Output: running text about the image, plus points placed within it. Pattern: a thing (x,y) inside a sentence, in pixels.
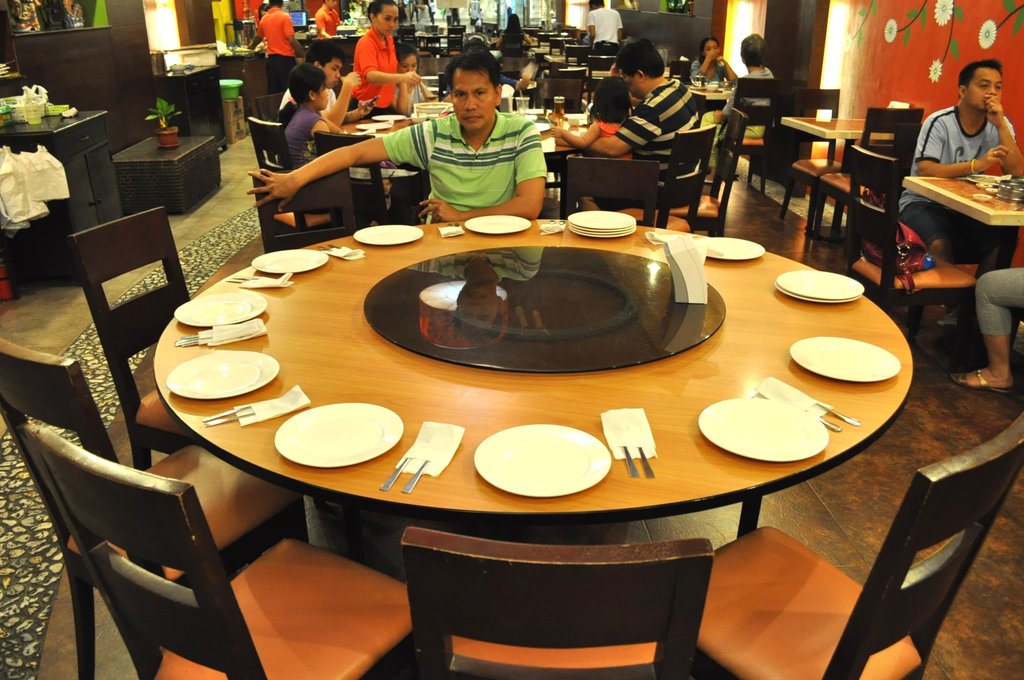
This picture describe a restaurant (362,324). On the center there is a man (512,175) who is wearing a green t-shirt (488,163) and he is sitting on the chair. On the round table (277,341) there are so many plates (309,424), spoon (391,483), knife (425,466) and tissue papers (437,462). On the right side (964,221) there is a person (967,112) who is holding a mouth (989,101) with his hand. On the background (369,76) we can see a people (385,10) who are serving a food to a family members (407,92). Here we can see a plant (169,118).
